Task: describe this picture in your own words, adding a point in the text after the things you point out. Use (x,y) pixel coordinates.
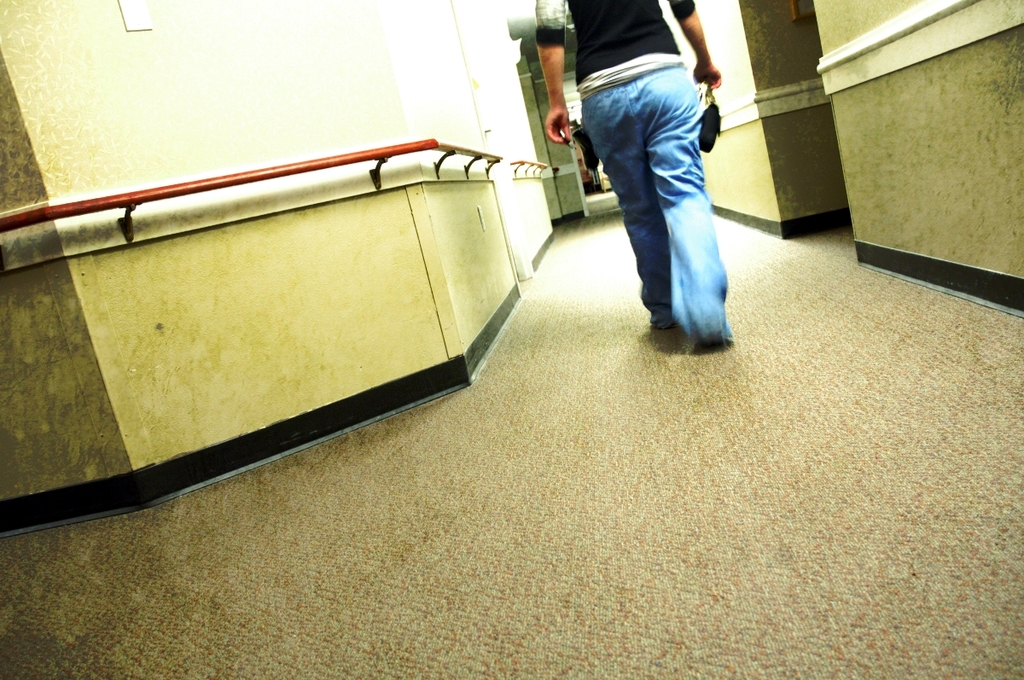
In this picture we can see a person (651,185) is walking on the path (696,375) and on the left side of the people (622,73) there is a wall (423,139) with rods (475,151).
